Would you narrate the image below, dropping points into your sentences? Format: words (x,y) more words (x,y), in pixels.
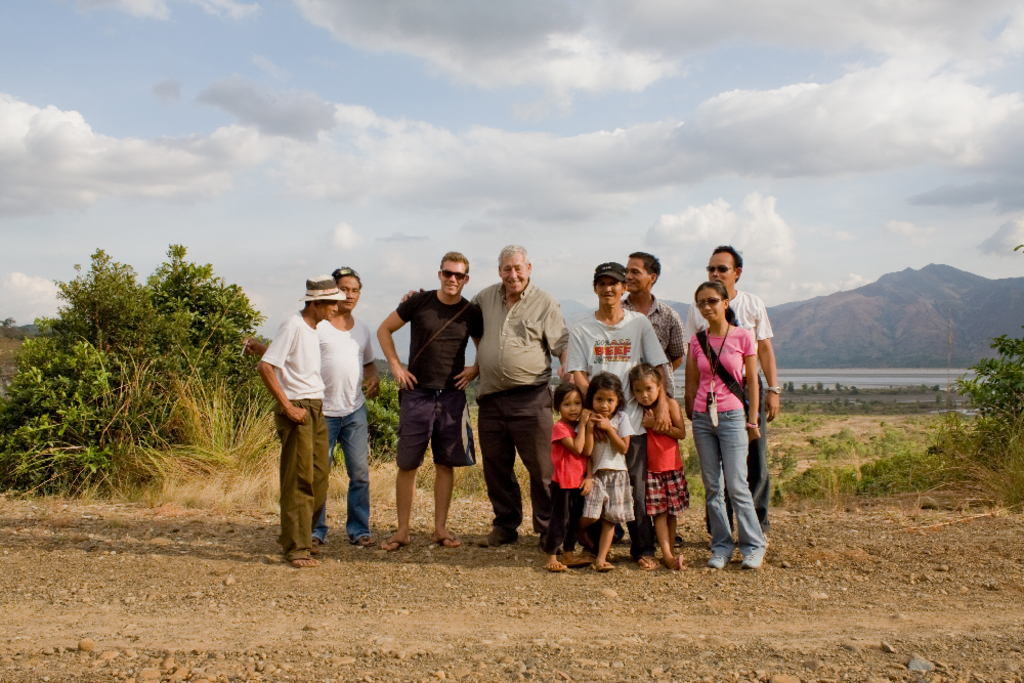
In this picture I can see the men (456,417), women (690,403) and children (591,492) who are standing on the ground (626,596). Behind them I can see the grass (1001,451) and plants (59,366). In the background (937,361) I can see the mountains (937,361), river (906,369) and trees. At the top (646,68) I can see the sky (858,27) and clouds (908,10).
